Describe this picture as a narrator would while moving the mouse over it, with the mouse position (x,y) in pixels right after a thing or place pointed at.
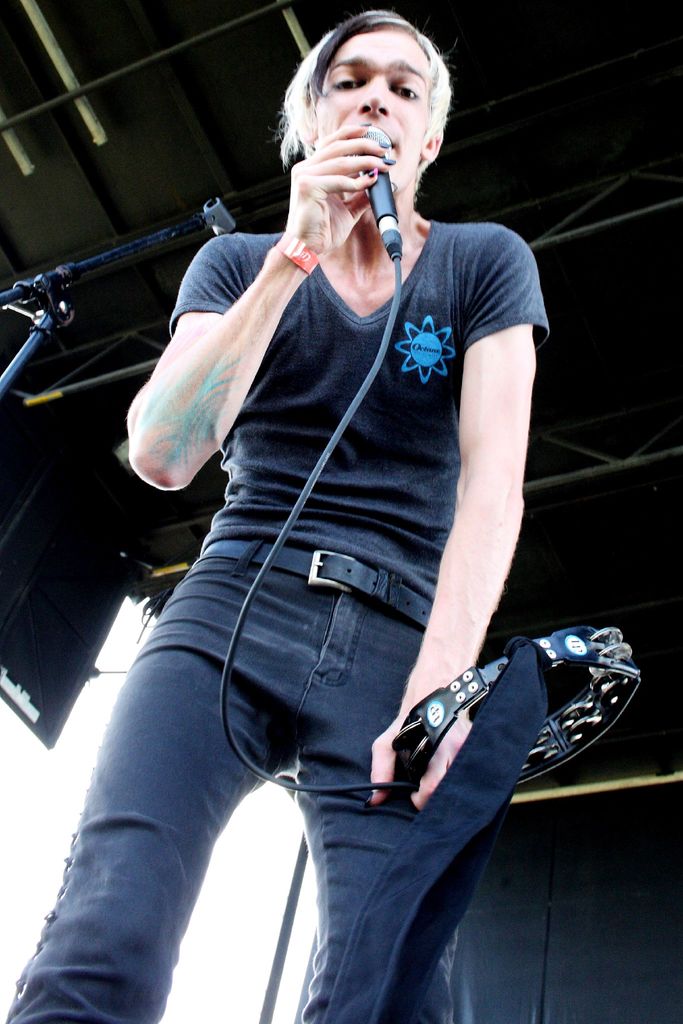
In this image we can see a person (326,326) holding a mic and a musical instrument (490,685). In the back (549,808) there is a wall (538,843). Also we can see rods (565,220).
